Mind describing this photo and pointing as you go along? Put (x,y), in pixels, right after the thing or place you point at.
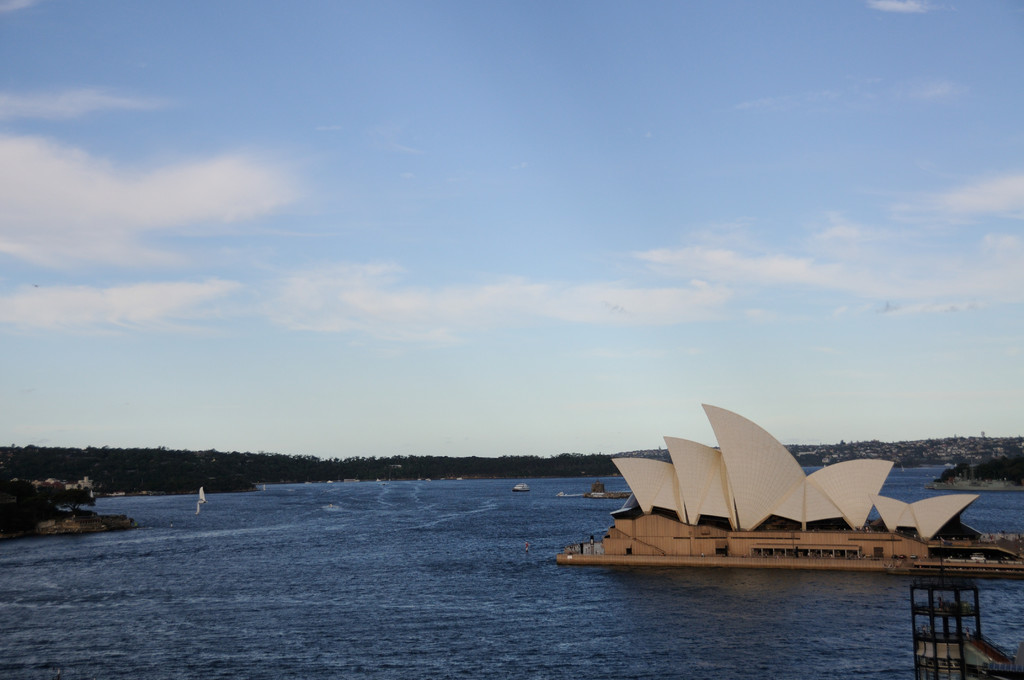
In this image we can see an opera house (755,505). We can also see a lake (280,569), trees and the sky (125,368) which looks cloudy.
